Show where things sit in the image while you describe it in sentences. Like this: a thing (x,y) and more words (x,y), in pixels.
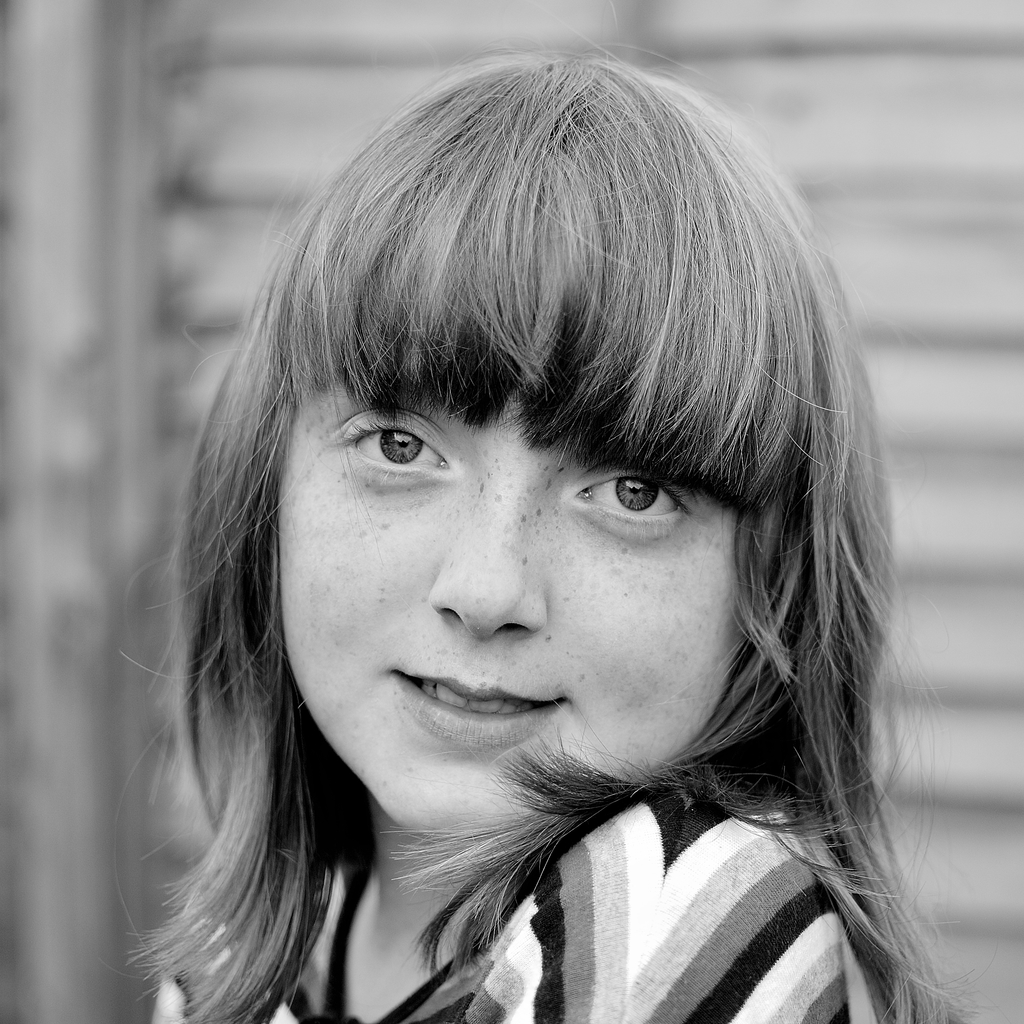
There is a girl (579,506) smiling. In the background (0,9) it is blur.
